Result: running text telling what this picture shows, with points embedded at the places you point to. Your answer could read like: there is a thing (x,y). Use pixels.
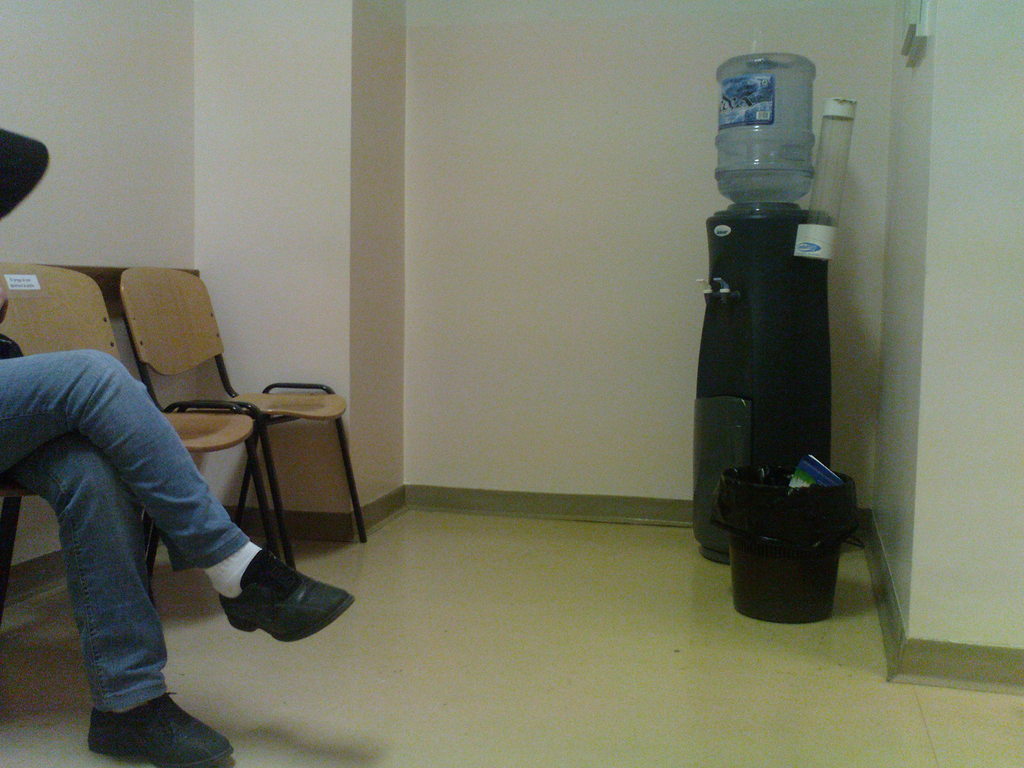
In this image i can see a person's legs (112,463) and few empty chairs (150,380). In the background (236,225) i can see the wall (206,107), a water filter (770,419), a water can (773,91) and a dustbin (778,514). I can see the person (112,398) is wearing blue jeans (111,478), black shirt (25,152) and black shoes (240,608).
